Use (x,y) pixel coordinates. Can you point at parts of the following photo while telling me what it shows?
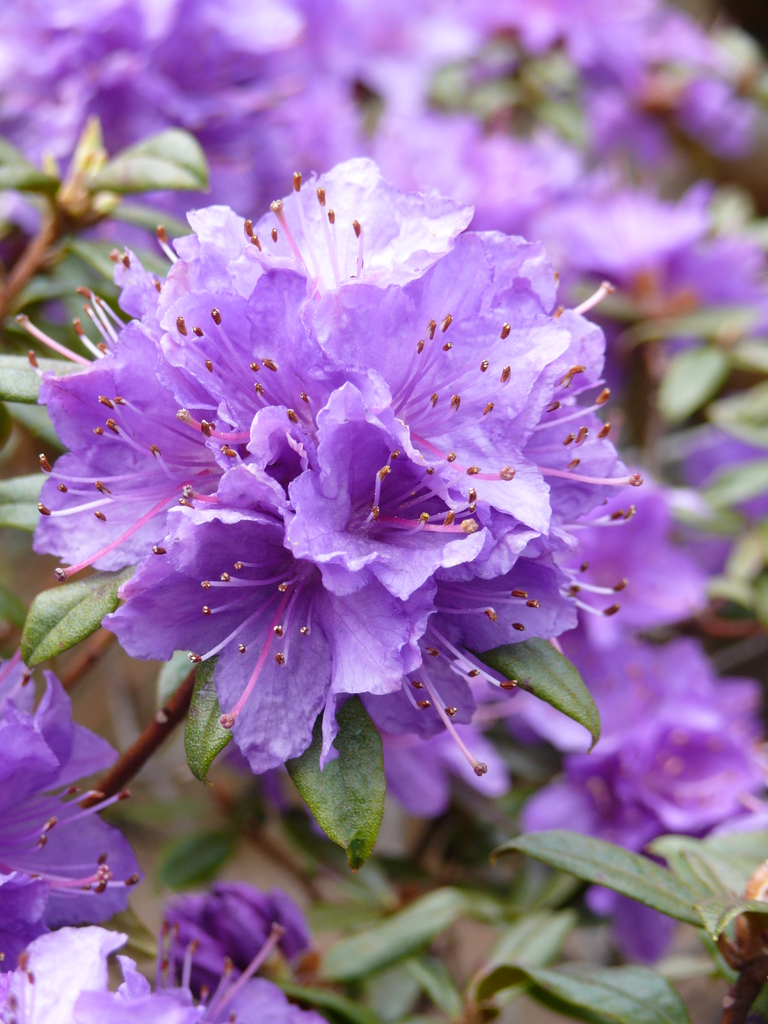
In this picture there is a flower (475,347) in the center of the image (385,576) and there are other flowers (737,265) and leaves (9,413) in the background area of the image (530,898).
